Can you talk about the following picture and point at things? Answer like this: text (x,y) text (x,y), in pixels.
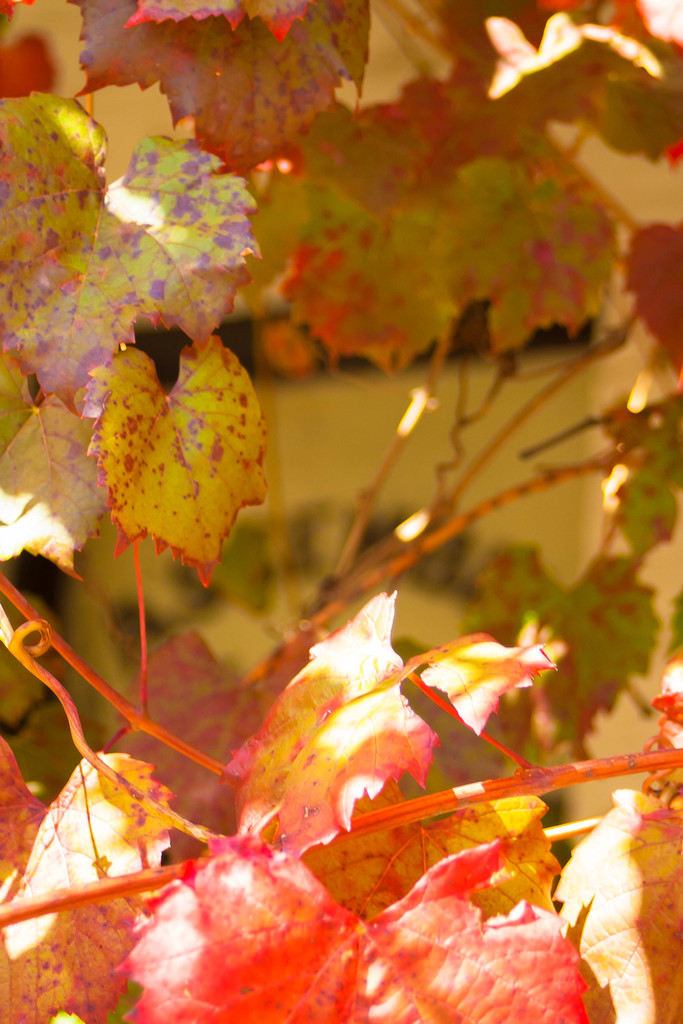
In this image I can see some colorful leaves (311,715) to the plants (337,827). And there is a blurred background (438,296).
